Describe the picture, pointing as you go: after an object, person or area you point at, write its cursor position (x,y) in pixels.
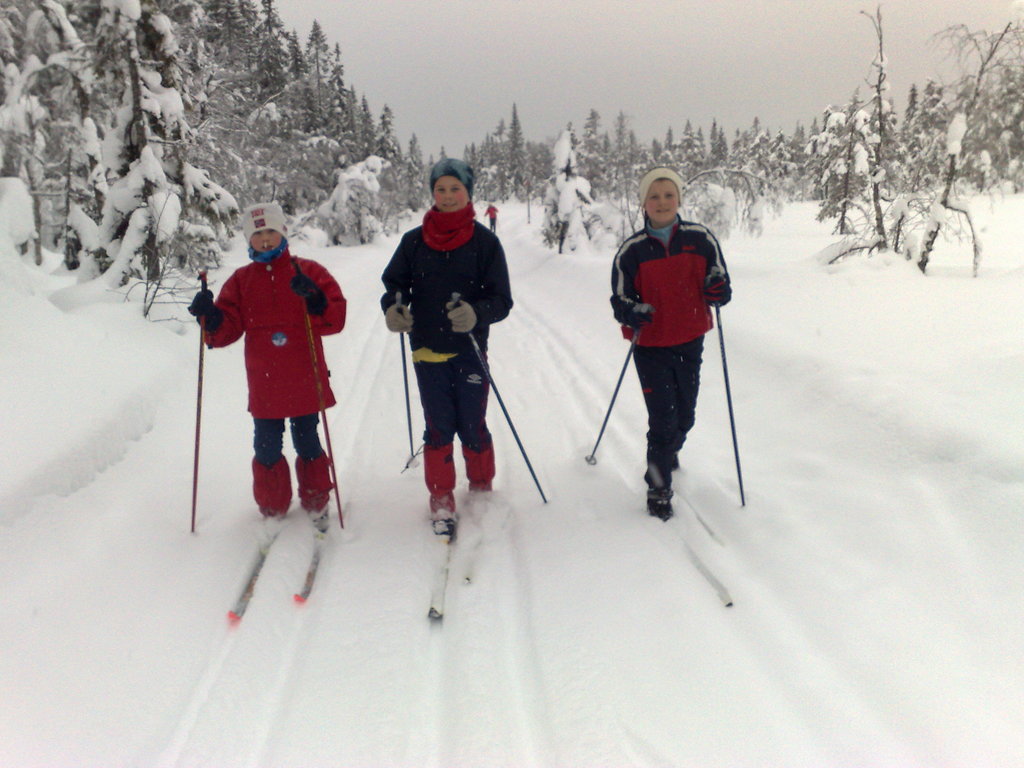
This picture is clicked outside. In the center (439,322) we can see the three persons (657,320) skiing on the ski-boards (440,578) and we can see there is a lot of snow (569,398) and we can see the trees (226,172) and the sky (700,97) and some other objects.
